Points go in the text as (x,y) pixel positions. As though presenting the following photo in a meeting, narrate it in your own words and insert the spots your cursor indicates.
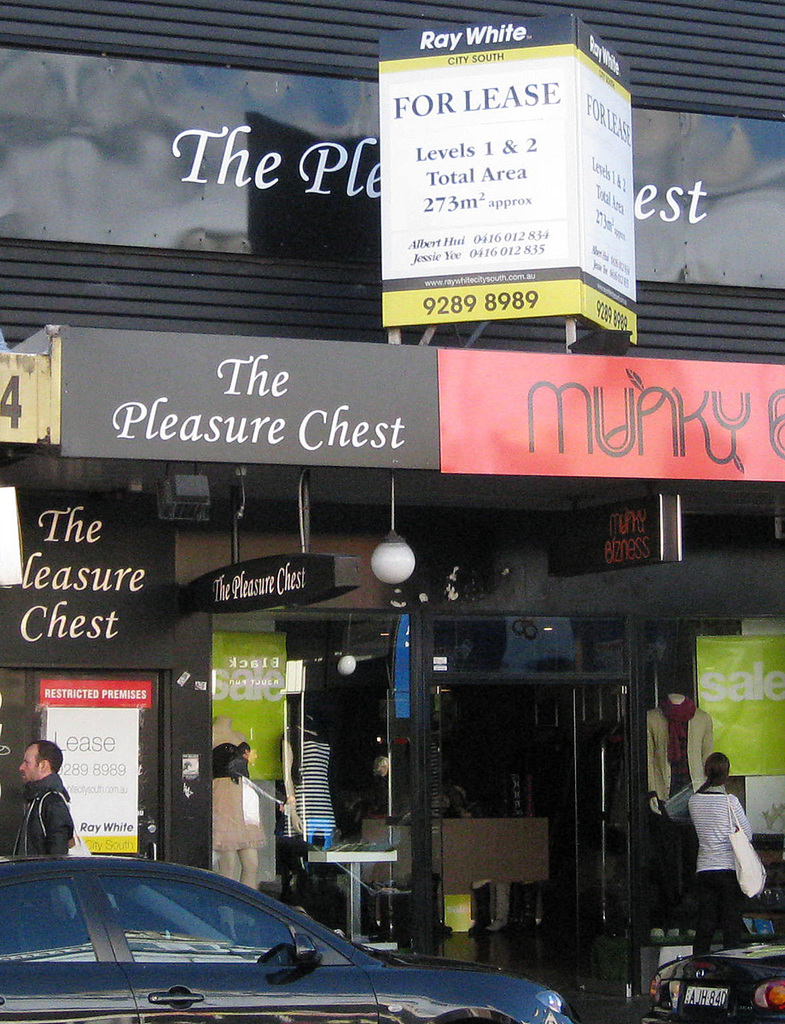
As we can see in the image there are buildings (338,329), few people (35,805) here and there, banners (526,298) and cars (733,1013).
